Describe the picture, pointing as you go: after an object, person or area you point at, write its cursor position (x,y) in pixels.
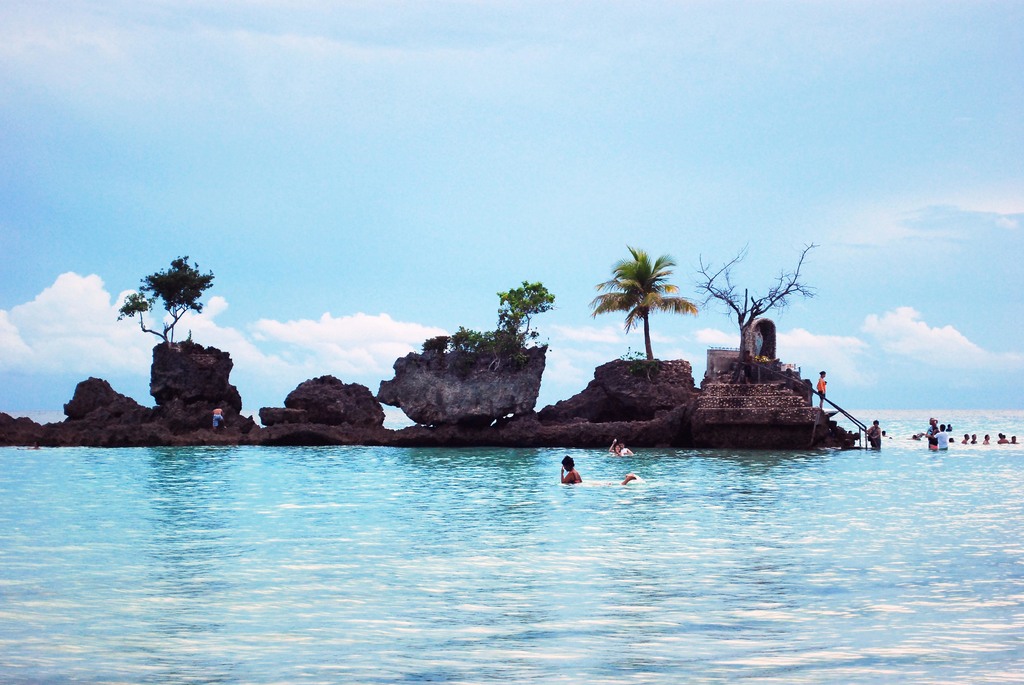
In this image we can see people (985,441) standing and swimming in the water (533,496), an island (83,413) with trees (643,307) and plants (441,350) and sky (662,192) in the background (832,212).
